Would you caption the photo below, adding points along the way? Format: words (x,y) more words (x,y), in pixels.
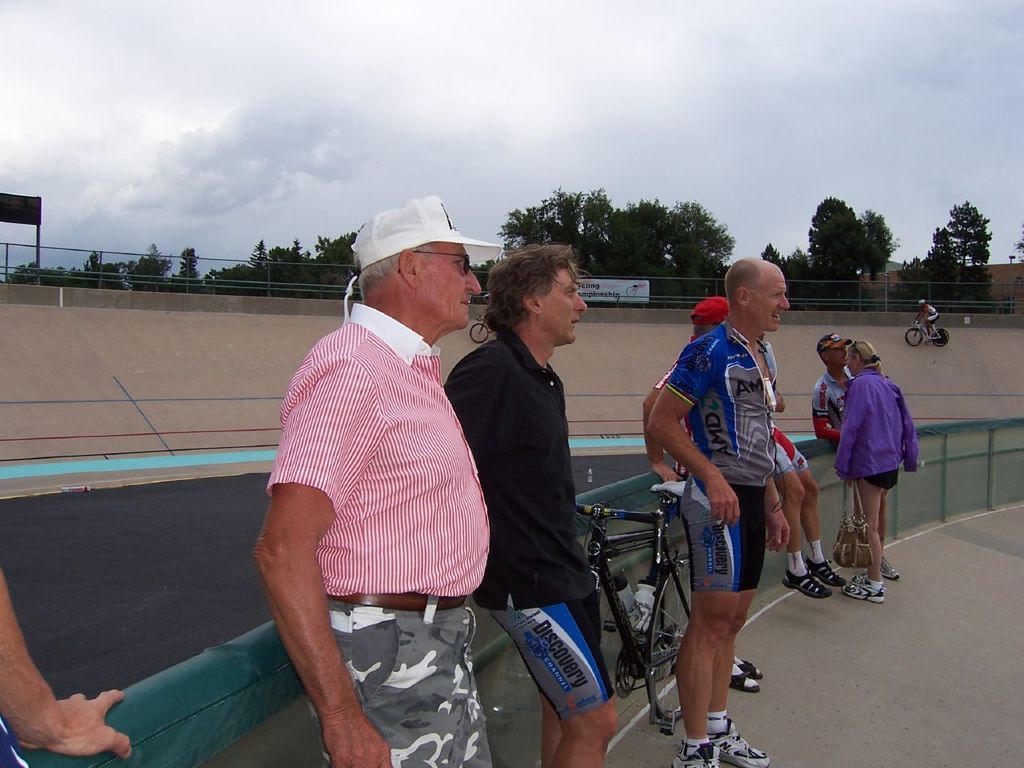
As we can see in the image there is a sky (569,88), trees (825,257), fence (150,288), ground (1015,745) and few people (812,509) standing over here and there is a bicycle (641,666).
